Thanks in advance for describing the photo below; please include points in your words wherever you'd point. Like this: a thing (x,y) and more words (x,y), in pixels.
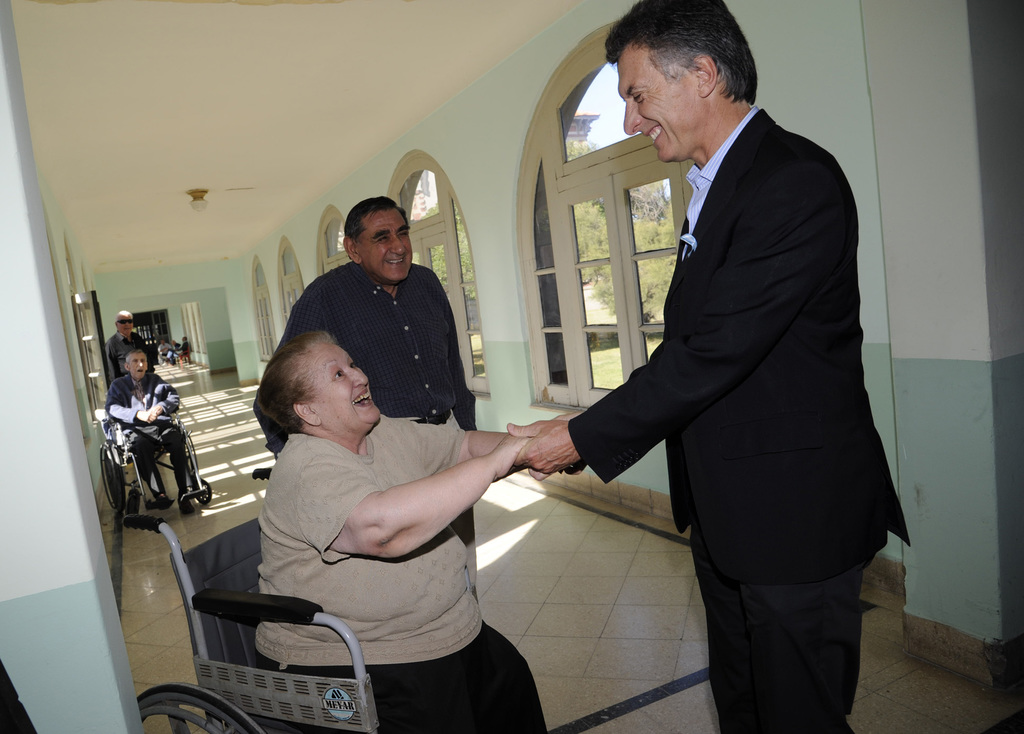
In the image we can see there are people (420,453) wearing clothes (472,515). They are standing and two of them are sitting on the wheelchair (348,627), they are smiling. Here we can see floor (620,576), window (607,313) and wall (13,496). Out of the window (626,269) we can see trees (650,276) and the sky (607,115).
